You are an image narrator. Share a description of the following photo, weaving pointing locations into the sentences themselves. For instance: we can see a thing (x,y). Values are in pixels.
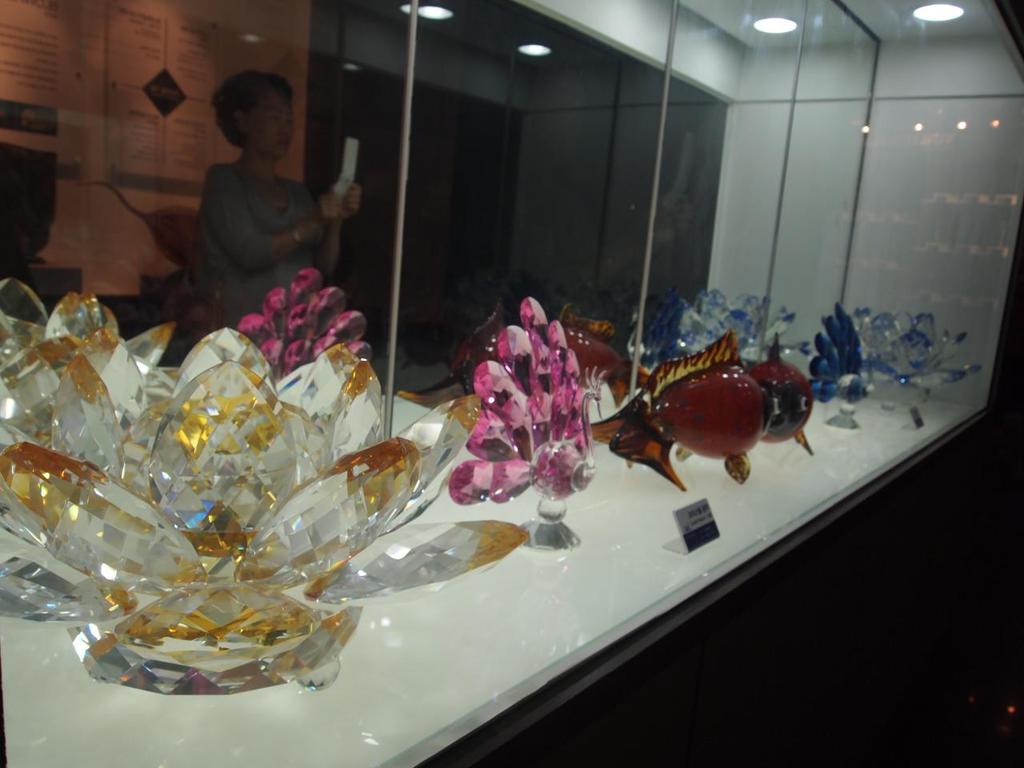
In this image there are different objects (348,433) which are made up of crystals (678,354) visible in front of mirrors (224,180), there is a reflection (349,171) of person (276,98) on the mirror (374,138), in the top right (950,8) there are lights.
